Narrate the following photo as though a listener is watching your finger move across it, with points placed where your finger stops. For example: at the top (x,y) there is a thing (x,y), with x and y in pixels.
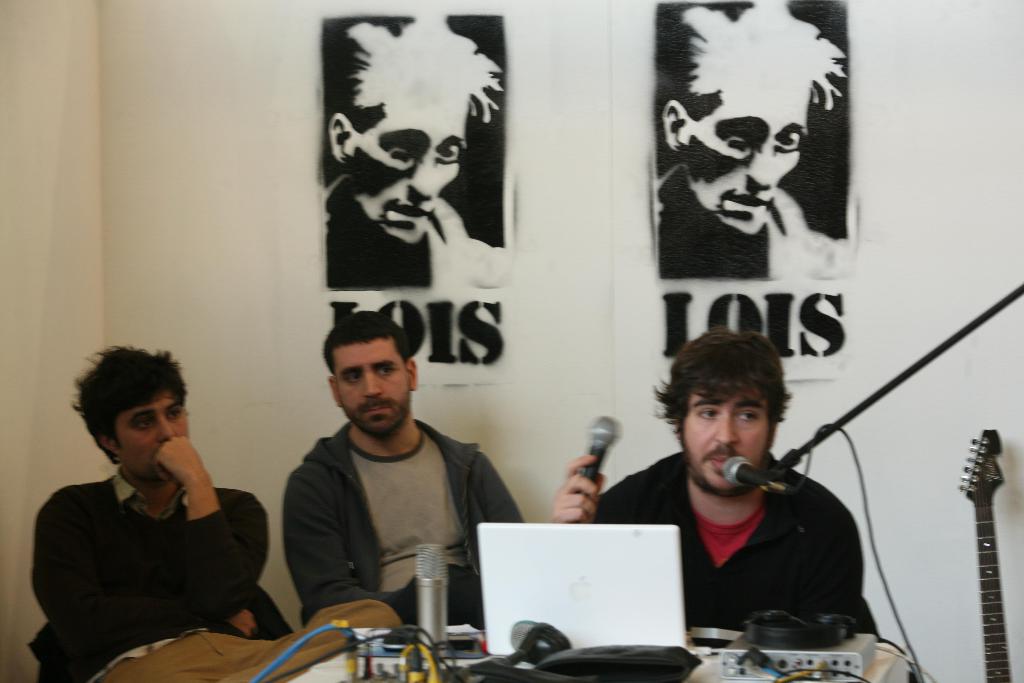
In this picture there are men (675,465) those who are sitting in the center of the image (382,401) in front of a table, table (437,628) contains laptop (533,587), mics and wires (436,662) on it, there are sketches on the wall (520,138).
